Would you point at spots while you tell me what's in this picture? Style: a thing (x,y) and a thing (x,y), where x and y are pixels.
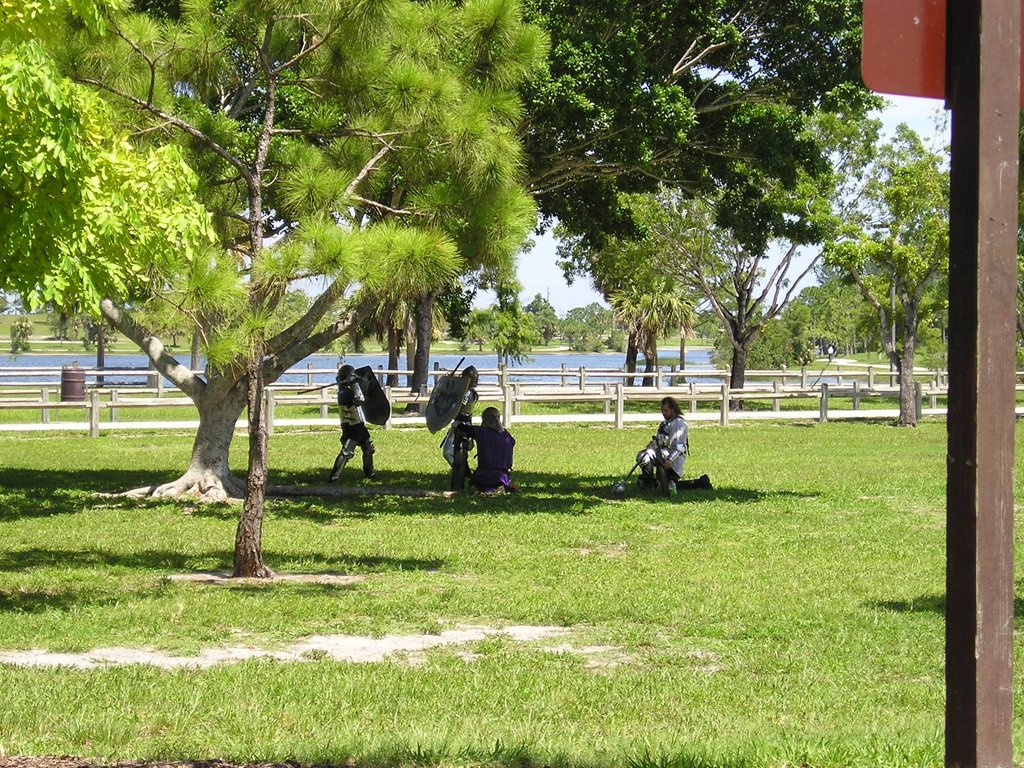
In this picture we can see some trees (497,182) and grass (609,703), we can see a few people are sitting on the grass (330,669).
